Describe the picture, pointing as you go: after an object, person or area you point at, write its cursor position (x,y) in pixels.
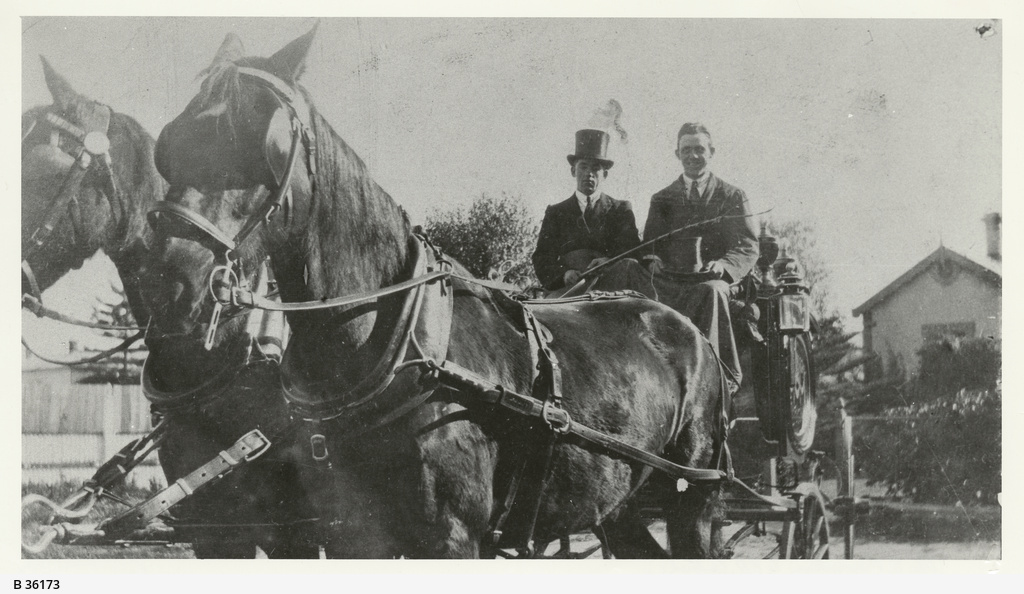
In the picture we can see a black and white picture with a horse cart (778,398) and two men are sitting on it and the horses (496,330) are tied with belts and in the background (975,358) we can see some trees (903,380), plants (903,395), house (901,364) and sky (908,215).
